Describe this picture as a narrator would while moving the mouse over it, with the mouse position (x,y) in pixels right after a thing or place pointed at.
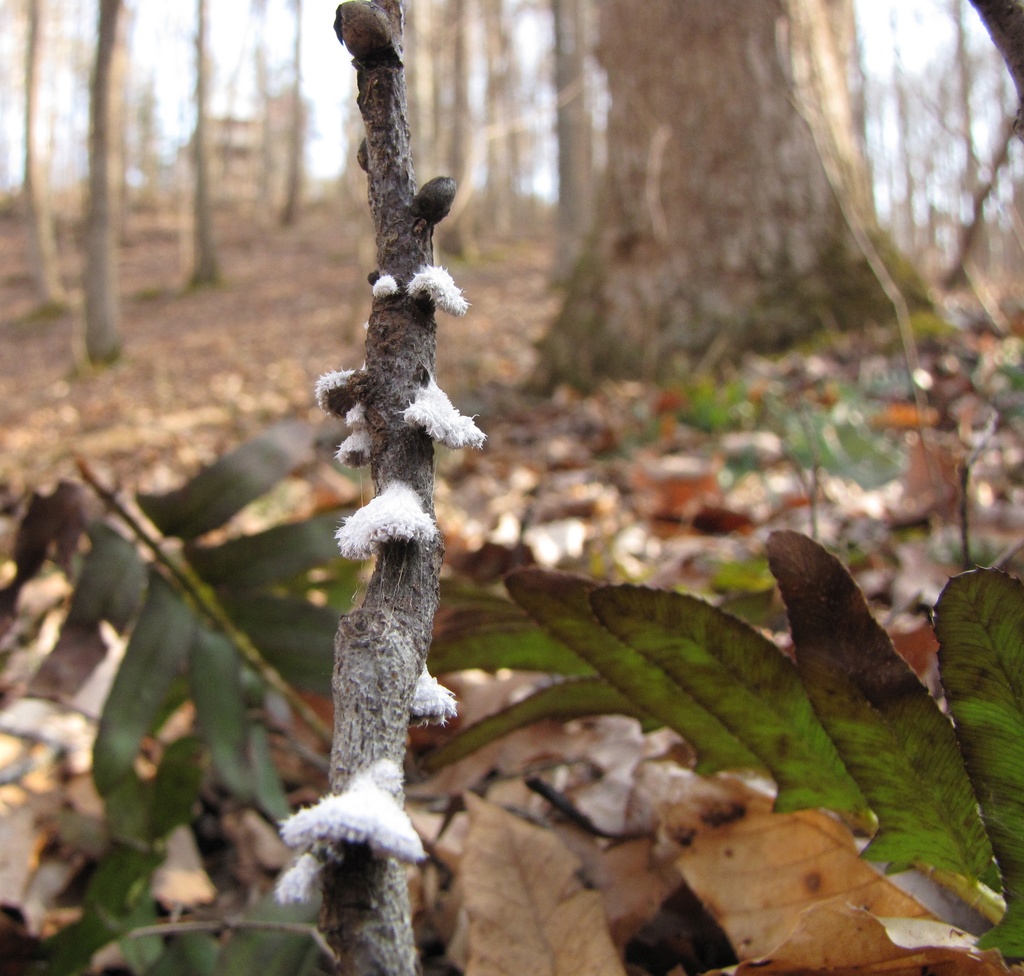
In this image we can see the bark (398,633) of a tree (398,632), dried leaves (603,809) and also green color leaves (880,686) and the background is blurry with some parts (799,120) of barks (505,144) of trees (847,142).
